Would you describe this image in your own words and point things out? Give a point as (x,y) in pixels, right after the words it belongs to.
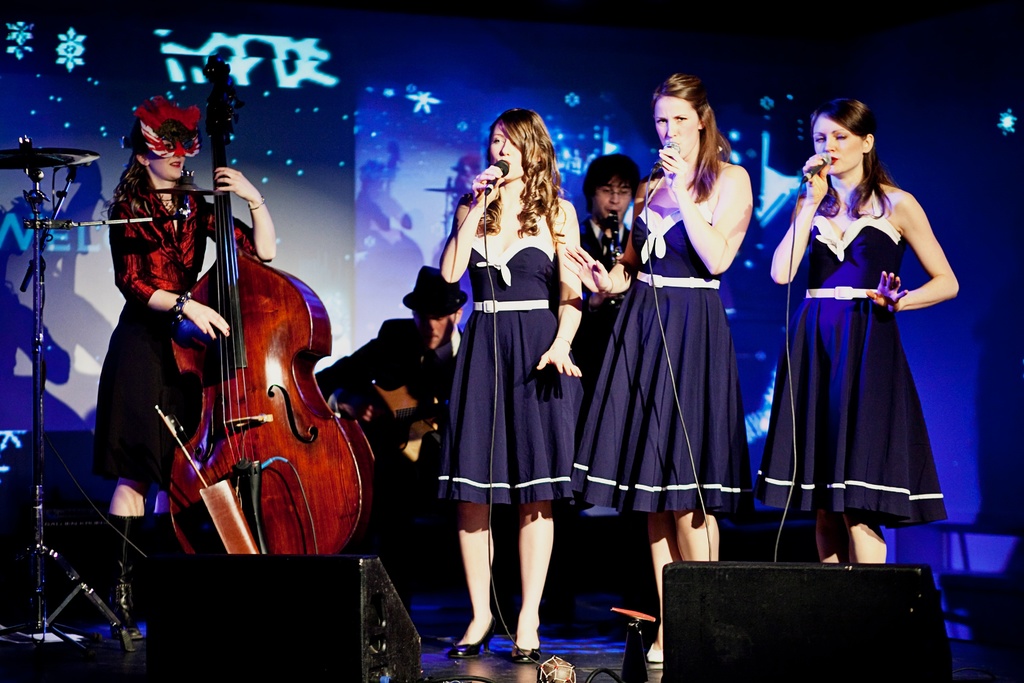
In this image on the right side (883,343) there are three women (817,281) who are standing, and they are holding mikes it seems that they are singing. On the left side (157,313) there is one woman (175,296) who is standing and she is holding a double bass (265,369), in the background (456,326) there are two persons (447,335) one person (416,368) is holding a guitar (402,394) and one person (602,234) is playing a wind instrument (611,259). And on the left side (33,261) there are some drums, at the bottom (763,623) there are some speakers (818,623). In the background (537,50) there is a screen (732,87).
